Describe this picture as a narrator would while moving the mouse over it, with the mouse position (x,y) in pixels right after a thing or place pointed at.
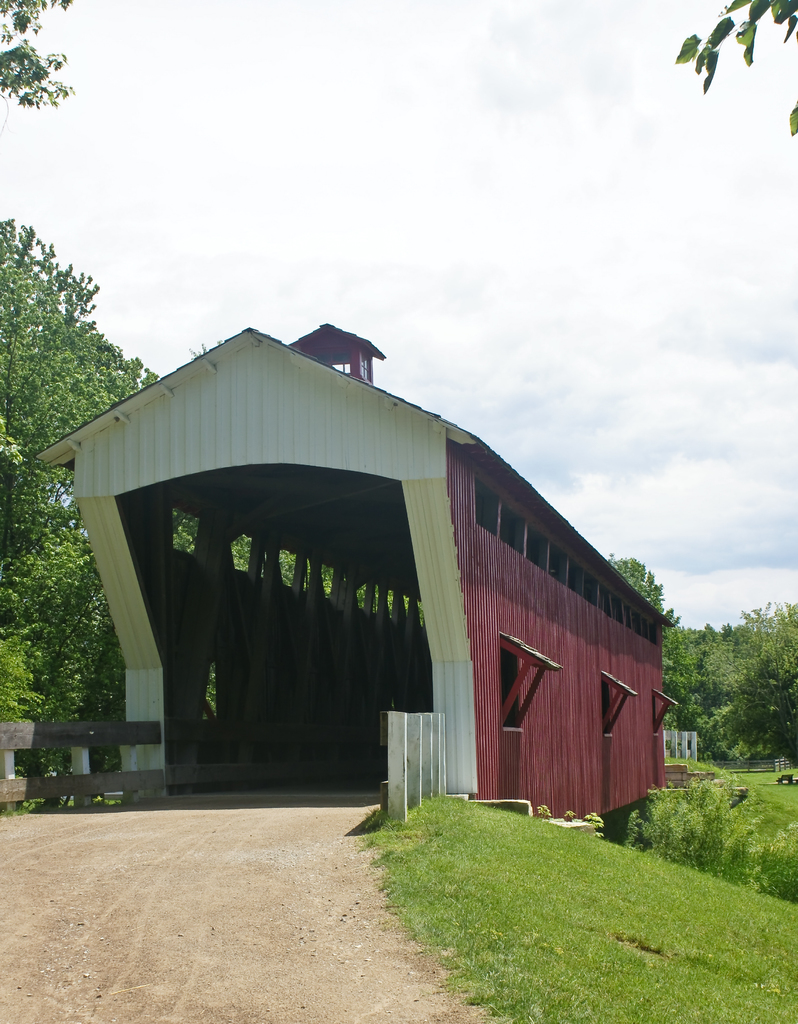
In this picture I can see the covered bridge (330,697). In background (690,794) I can see many trees (37,608), plants (704,787) and grass (791,819). On the left (12,796) I can see the wooden fencing (2,796). At the top (558,129) I can see the sky (348,1) and clouds (42,14).
